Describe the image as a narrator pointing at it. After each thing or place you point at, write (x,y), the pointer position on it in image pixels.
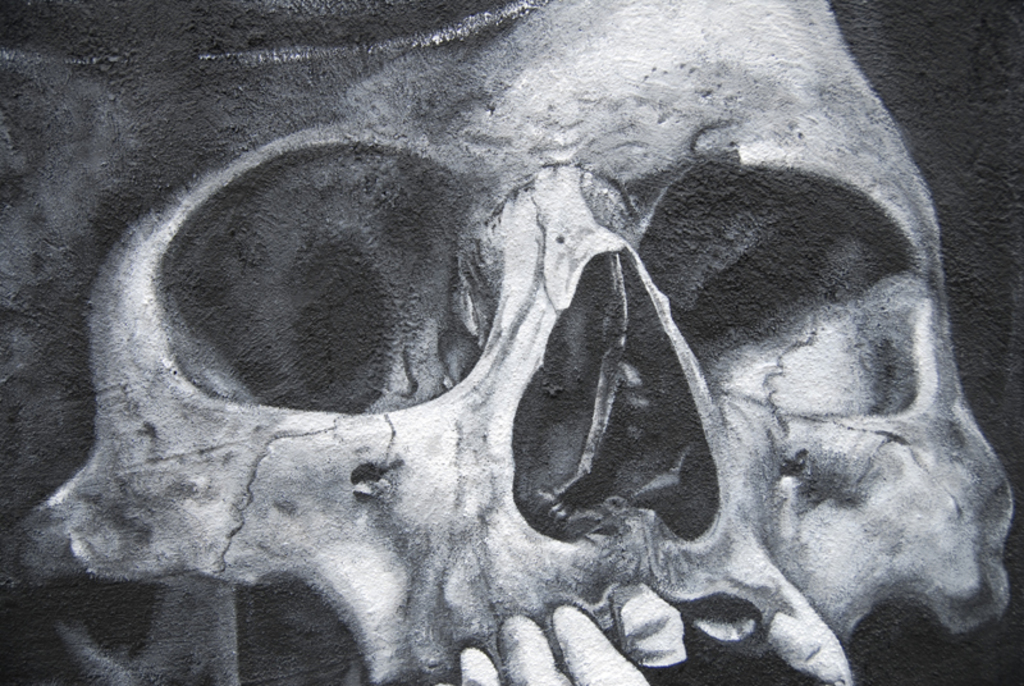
In this image I can see the skull (489,250) which is in white and black color.
